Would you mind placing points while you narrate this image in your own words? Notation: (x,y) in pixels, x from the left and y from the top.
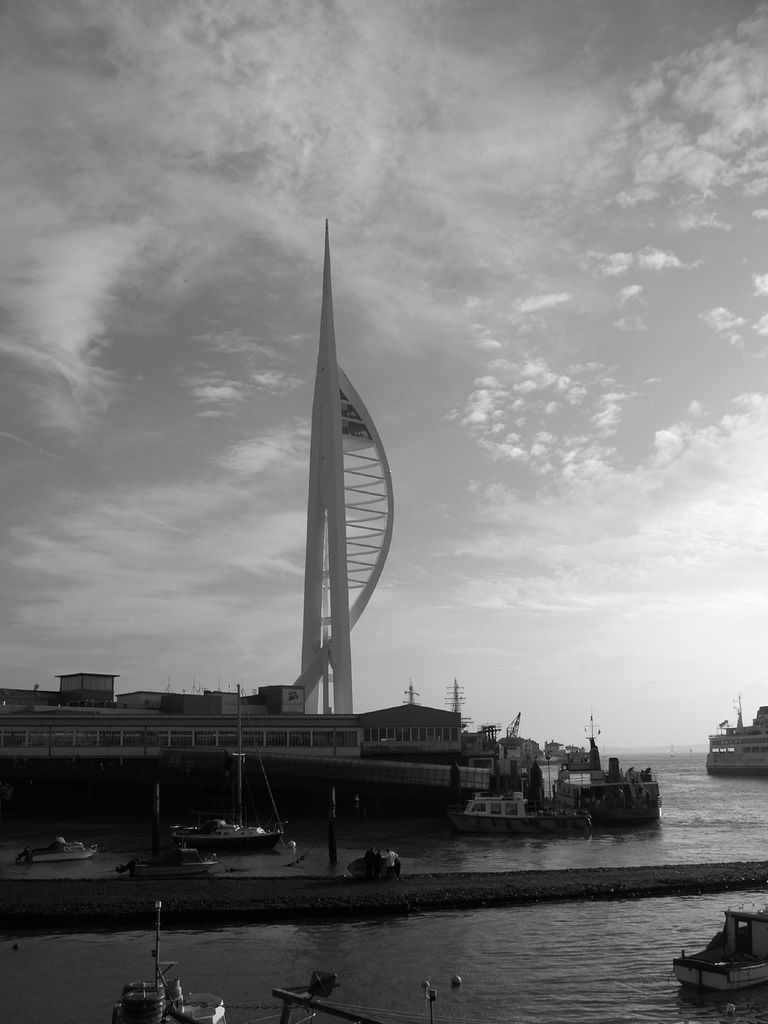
In this picture I can see there is a building (213,707) and there is a ocean (738,805), there are few boats (745,936) and ships (717,762) sailing here. The building (220,720) has a tower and the sky (397,433) is cloudy.
